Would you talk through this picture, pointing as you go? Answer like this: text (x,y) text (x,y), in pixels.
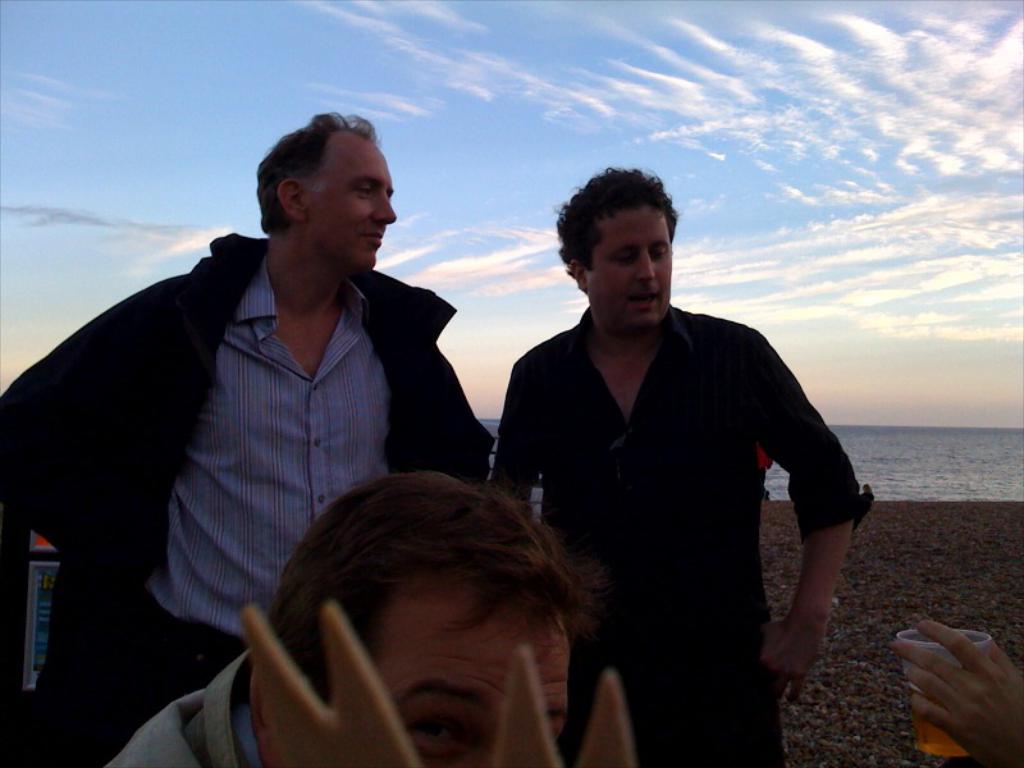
In the background (667,44) we can see sky (672,98) with clouds (977,257) and a sea (923,430). Here we can see two men (412,349) standing. Here we can see a man (500,665) and a person's hand (999,703) holding a glass (924,641) with drink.
